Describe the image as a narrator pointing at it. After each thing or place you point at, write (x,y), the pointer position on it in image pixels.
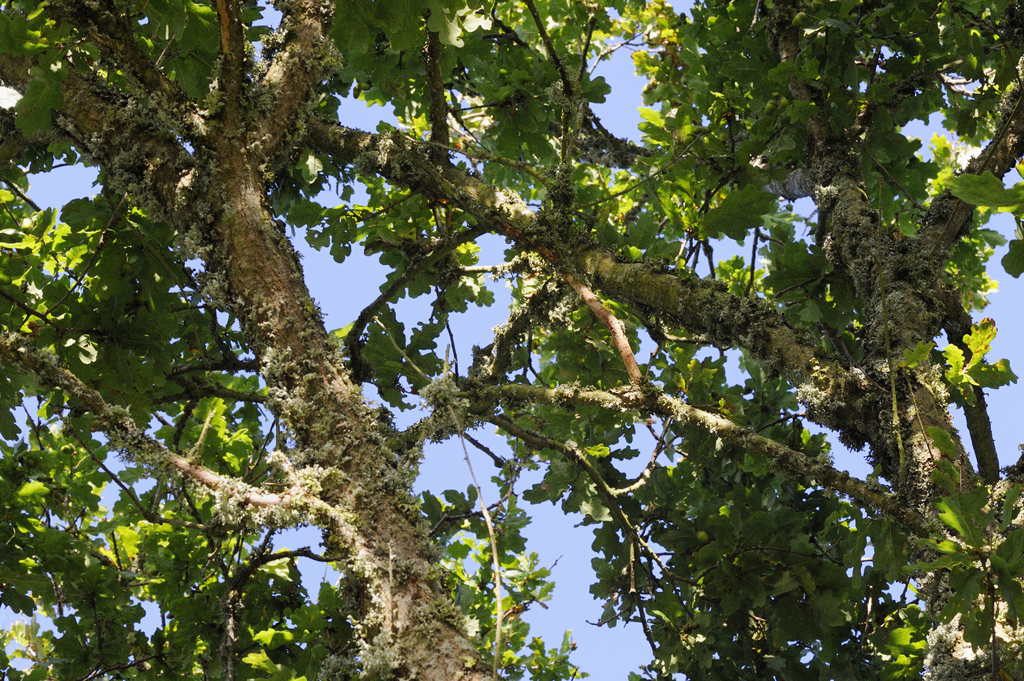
In this image there are trees (382,429) with leaves (567,352) and branches (258,279).
